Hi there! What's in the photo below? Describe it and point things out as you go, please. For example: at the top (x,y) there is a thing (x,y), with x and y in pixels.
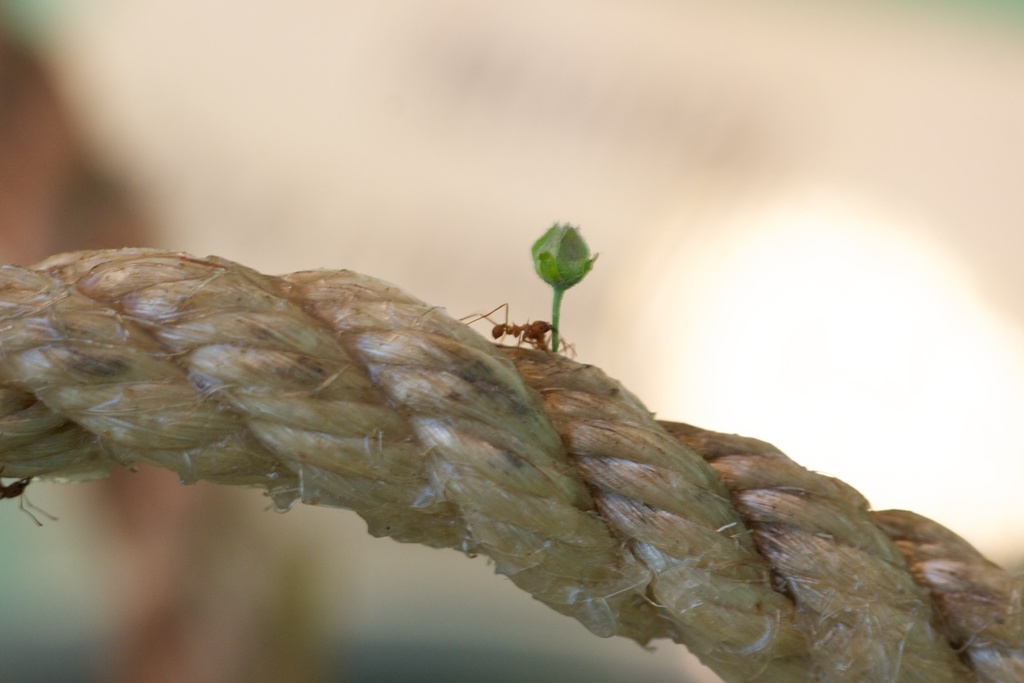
In this image there are red color ants (537,339) on the rope (549,375), bud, and there is blur background (257,180).
